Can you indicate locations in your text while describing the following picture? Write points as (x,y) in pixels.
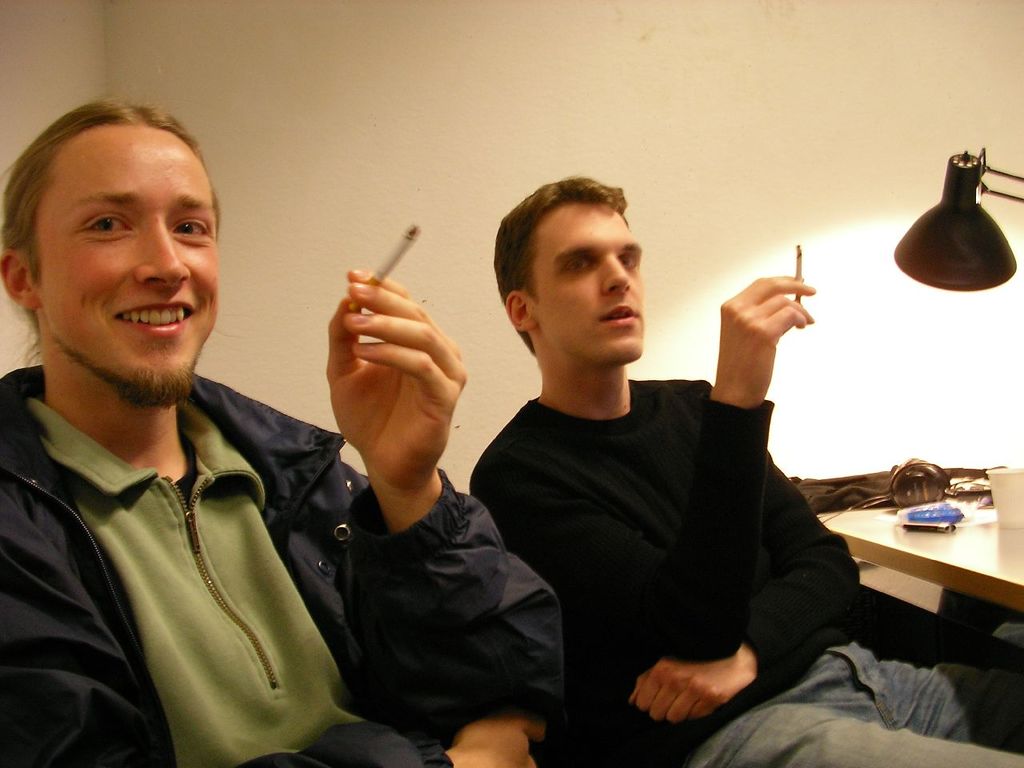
This image consists of a table (863,557) on the right side (880,522). On that there is a glass (997,485) and a cloth (878,490). There is light (926,217) on the right side (856,259). There are two persons (512,609) in the middle (435,407) holding cigarettes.
